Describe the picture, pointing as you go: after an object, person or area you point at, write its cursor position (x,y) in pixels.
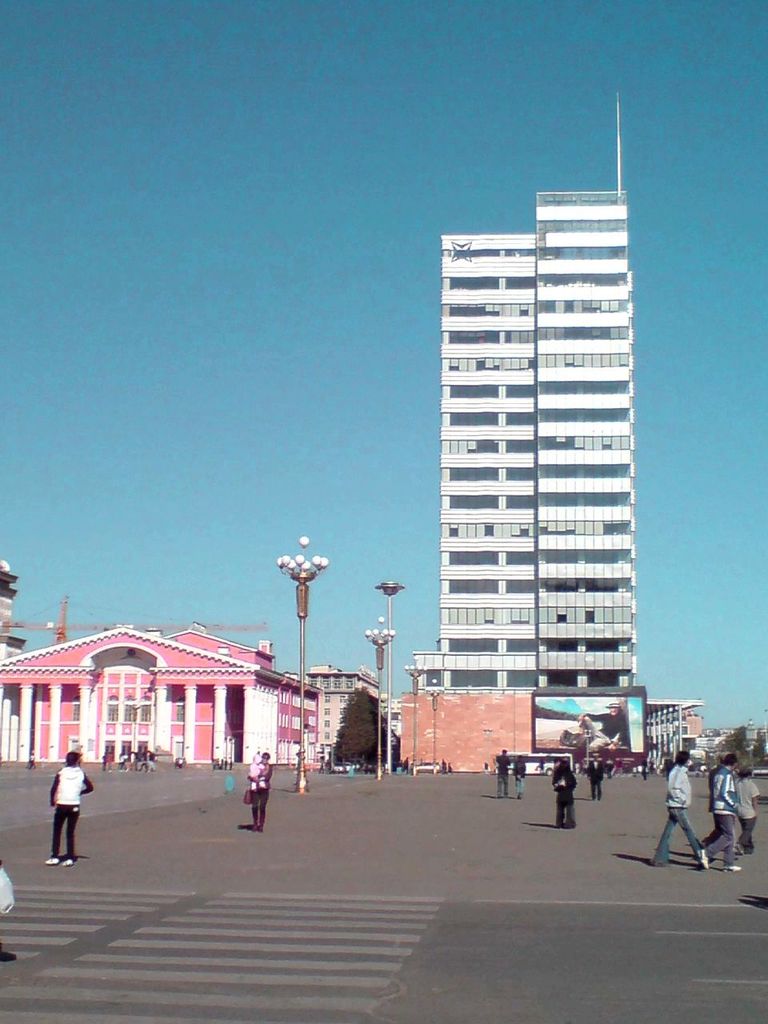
Here we can see people (692,840). Background (534,632) there are buildings (443,627) with windows (468,555), trees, hoarding (569,710) and light poles (389,676). Sky (345,361) is in blue color.
